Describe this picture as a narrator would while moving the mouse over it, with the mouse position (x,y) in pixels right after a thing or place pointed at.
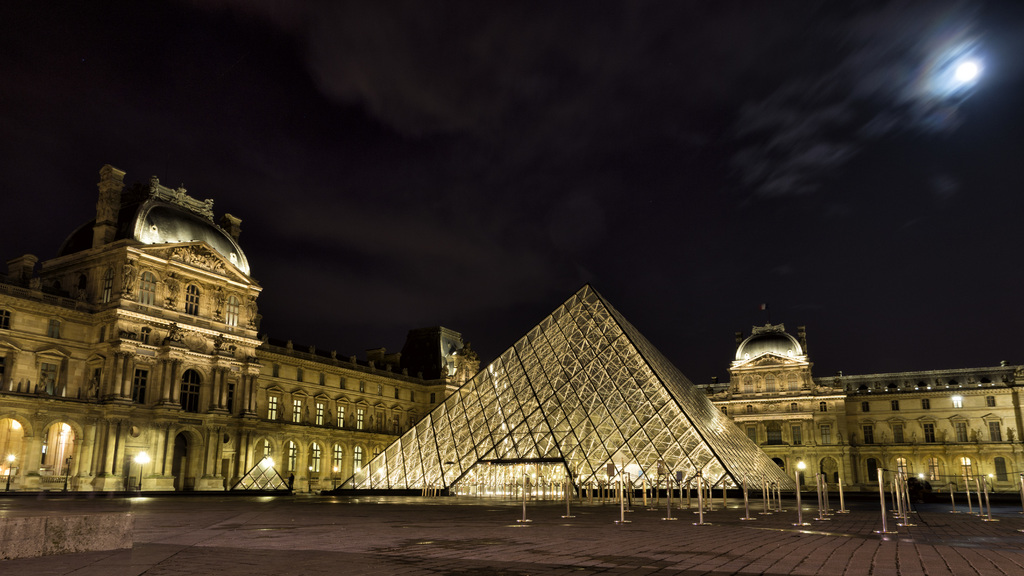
In this picture we can see a glass pyramid (609,445) here, in the background (824,416) there is a building (853,403), we can see the sky (645,140) at the top of the picture (645,140), we can see lights (140,463) here.
